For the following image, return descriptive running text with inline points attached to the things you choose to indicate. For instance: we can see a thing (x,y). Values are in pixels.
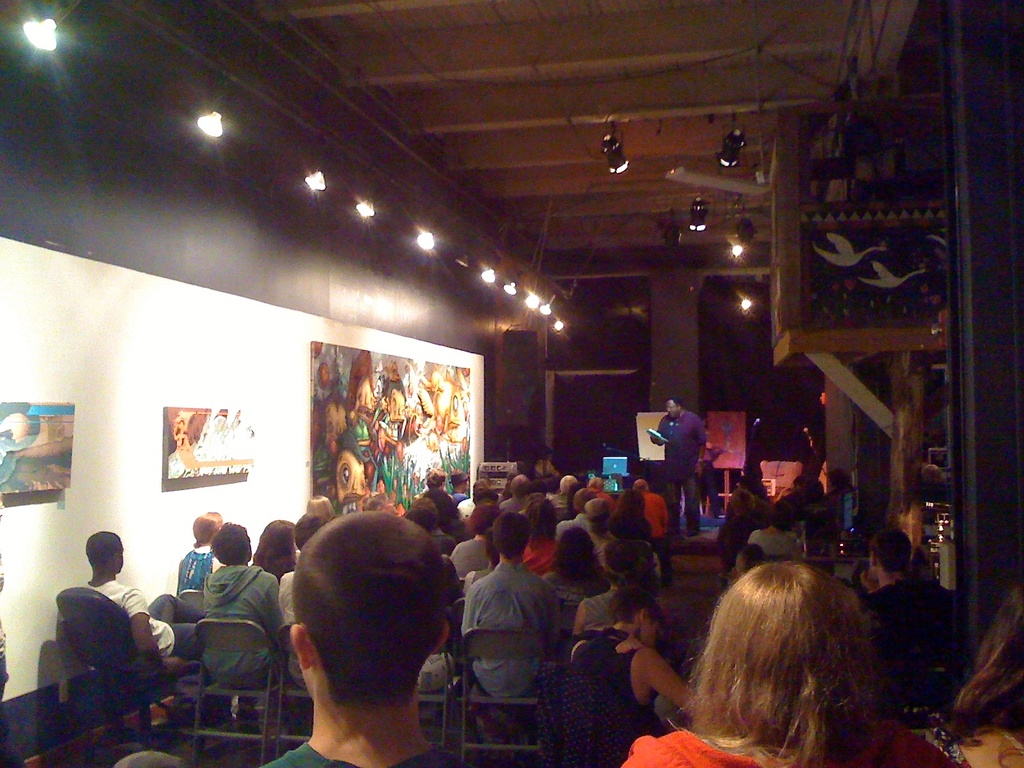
In this picture I can see number of people (511,498) in front (583,565) who are sitting on chairs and I see a man (688,502) who is standing. On the left side of this image (124,394) I see the white color thing (137,391) on which there are few pictures (406,462). On the top of this picture (52,26) I can see the lights (52,26).
